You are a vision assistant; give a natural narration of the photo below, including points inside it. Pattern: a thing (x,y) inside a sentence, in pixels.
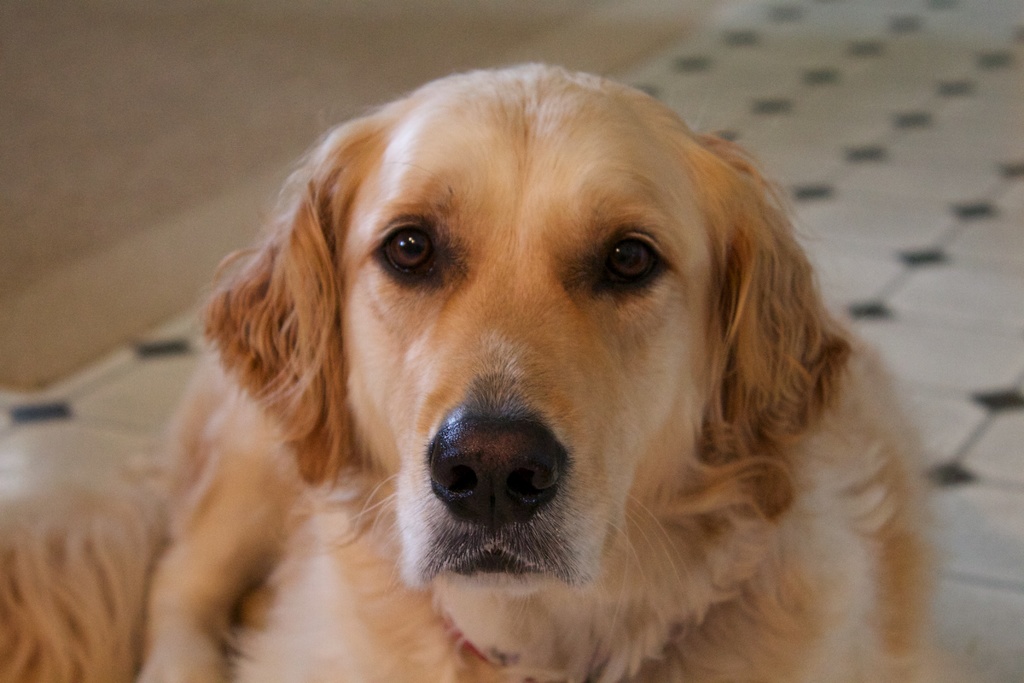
In this image there is a dog (376,502) sitting on a floor (970,383). There are tiles (892,138) on the floor (875,130). Behind it there is a carpet (195,106).
